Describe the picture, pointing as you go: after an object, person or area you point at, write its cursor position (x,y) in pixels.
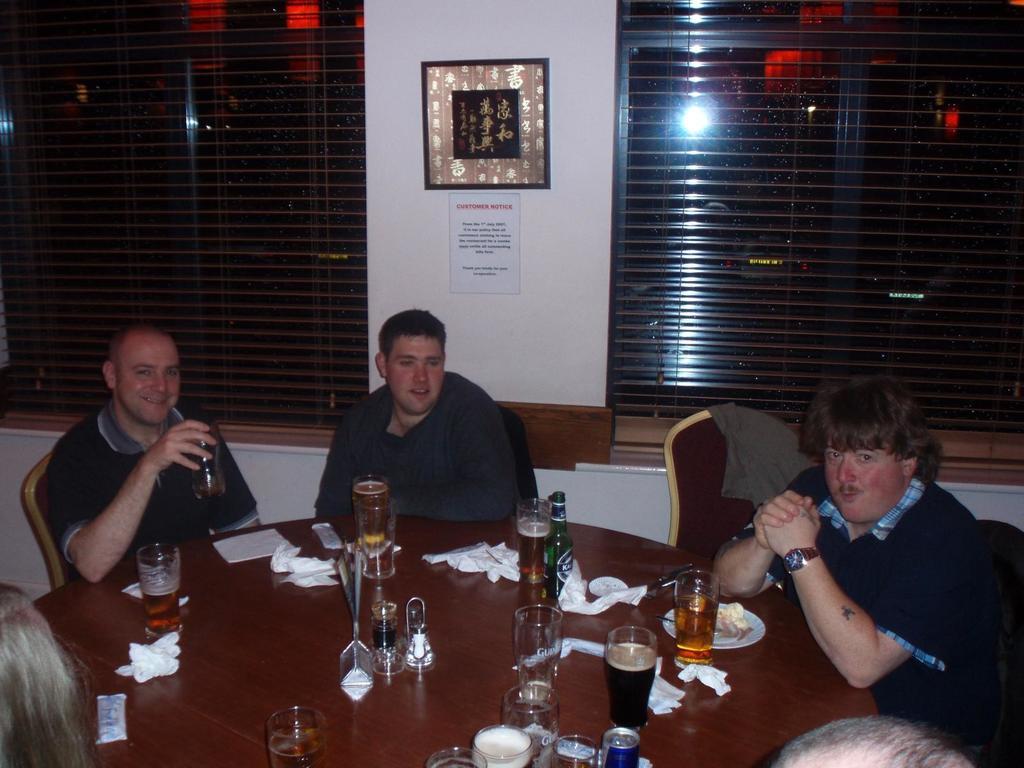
In this picture there are three men (897,540) who are sitting on the chair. There is a jacket (770,462) on the chair (697,481). There is a glass (162,589), paper (319,563), plate (749,641), bottle (552,572) on the table (409,580). There is a frame (475,153) on the wall (439,225). There is a poster (477,245) on the wall (490,296). There is a light (700,120) at the background (689,114).
